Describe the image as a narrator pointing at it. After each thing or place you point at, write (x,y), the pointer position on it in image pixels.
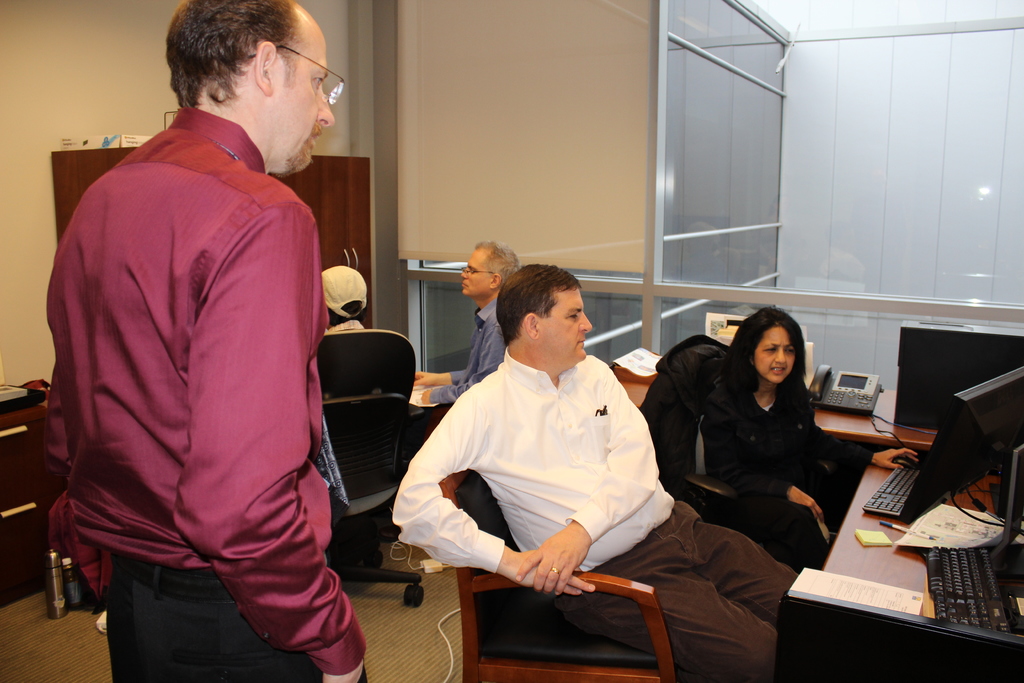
In this picture we can see some persons (710,522) are sitting on the chairs (506,658). This is the table (898,568). On the table (886,583) there is a keyboard (1003,603), monitor (981,437), CPU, phone (842,375), and a book (847,594). Here we can see a person (318,33) who is standing on the floor (58,634). And on the background (66,61) there is a wall (45,62). And this is the cupboard (349,197).
